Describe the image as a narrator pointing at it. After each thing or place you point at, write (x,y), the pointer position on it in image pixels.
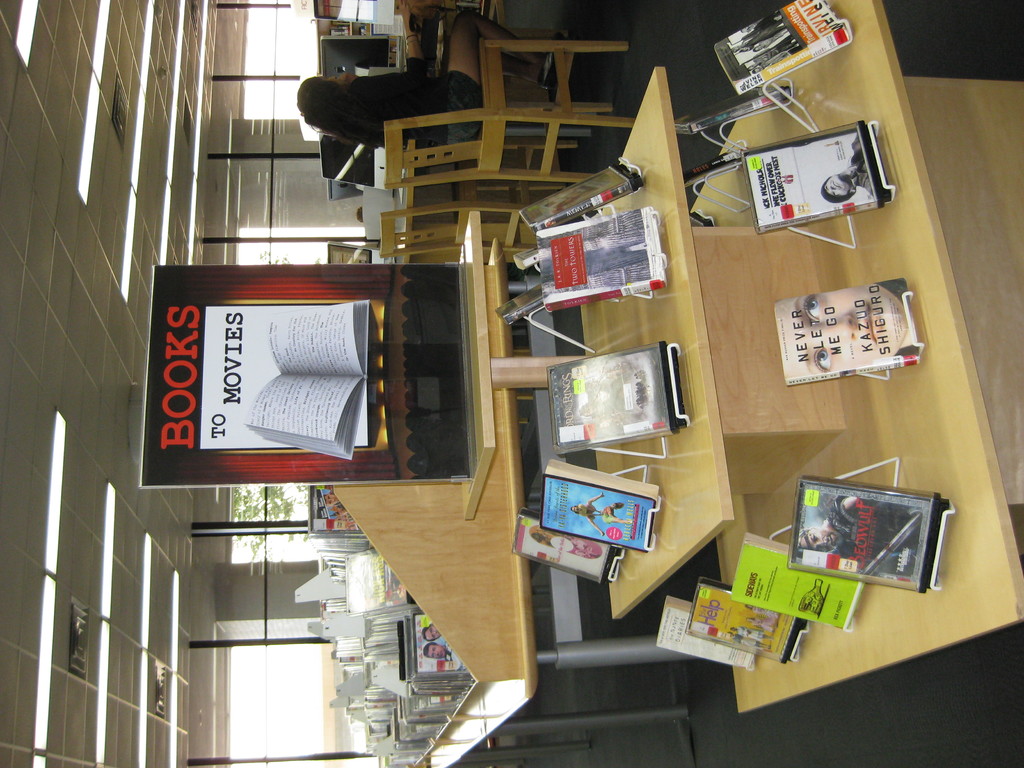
This is a rotated image. In this image there are a few books (628,500) arranged in the racks (370,611), there is a board (172,309) with an image (273,405) of a book (280,431) and some text (188,353). There is a person (374,81) sitting on the chair (425,178), beside her there is another chair (462,208), in front of her there is a table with a monitor (348,155) and some other objects (365,28) on it, behind the racks (503,526) there is a wall (231,513) with glass windows (247,519) through which we can see there are trees (289,493), there is a ceiling (73,374) with lights (51,596).
